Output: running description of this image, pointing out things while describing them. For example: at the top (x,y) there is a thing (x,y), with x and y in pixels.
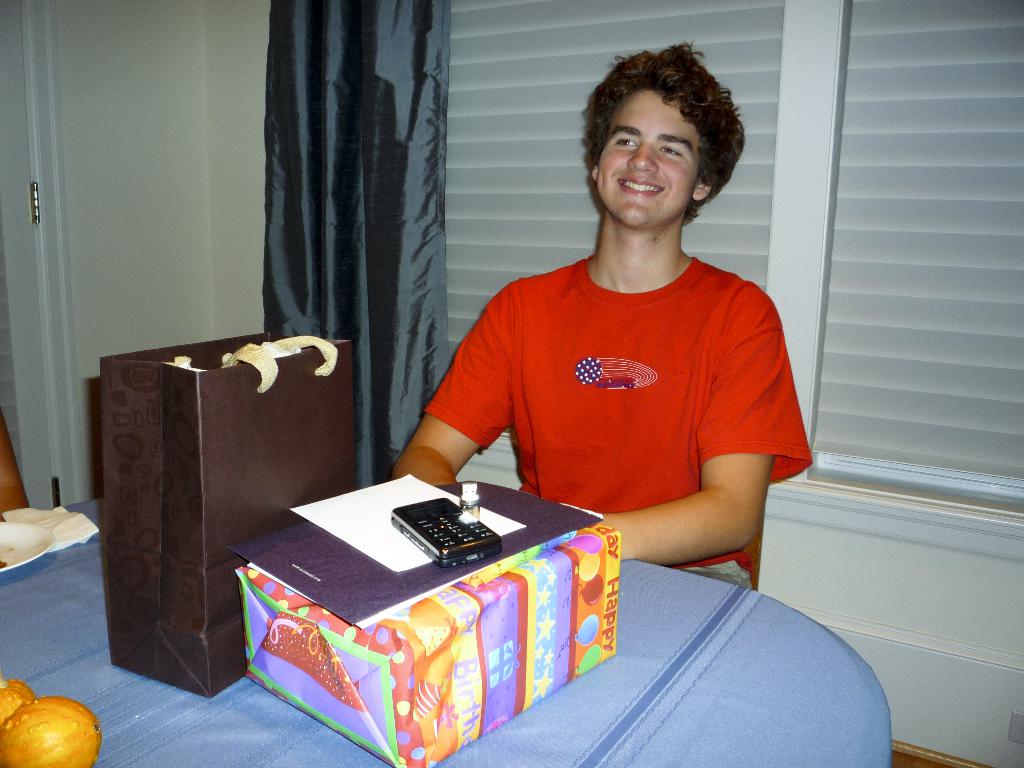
This image is taken indoors. In the background (92,199) there is a wall (155,194) with a door (5,351) and a window (817,131). There is a window blind (555,154) and there is a curtain (352,184). At the bottom of the image (638,706) there is a table (626,688) with a table cloth (32,596), a plate (41,548), tissue papers (58,548), fruits (72,702), a bag (130,566), a cardboard box (460,598) and a few things (363,582) on it. In the middle of the image (527,362) a boy (588,295) is sitting on the chair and he is with a smiling face (631,128).
